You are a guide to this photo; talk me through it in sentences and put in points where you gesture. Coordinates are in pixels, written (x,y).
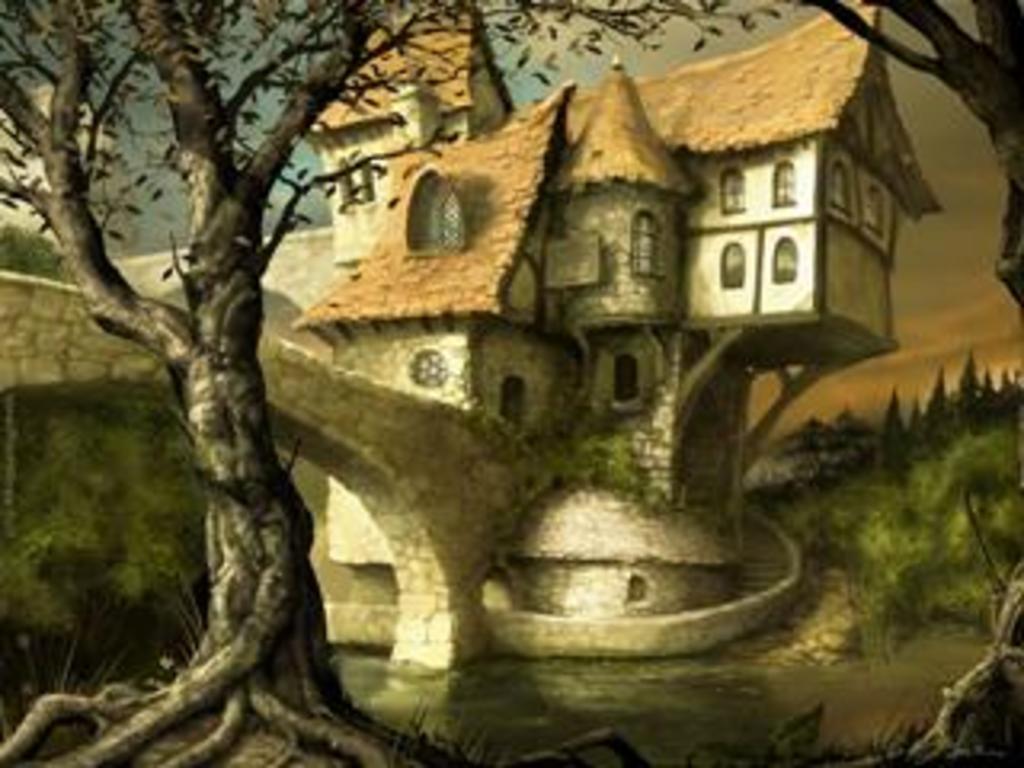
In this image I can see a painting (835,582) of a tree (292,49), bridge (291,295), and a house (629,585) and background (919,259) is the sky (919,243).
